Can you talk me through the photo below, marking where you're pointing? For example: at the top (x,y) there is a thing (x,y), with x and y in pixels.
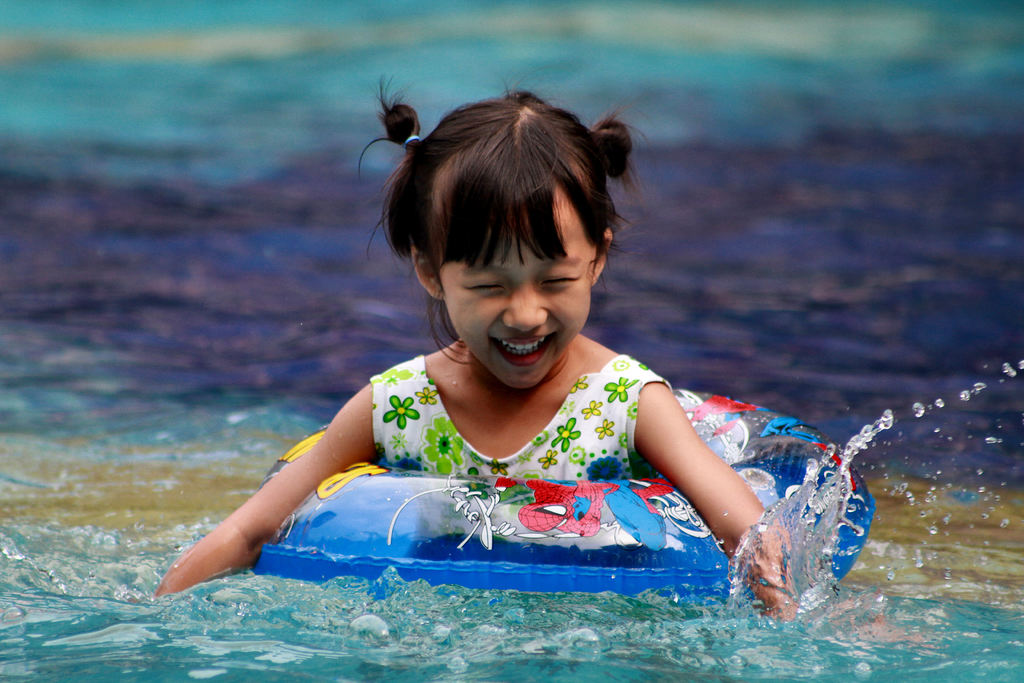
In the image we can see a girl (546,363) wearing clothes (539,445) and she is smiling. This is a water tube (592,529), water (506,606) and the background (177,469) is blurred.
